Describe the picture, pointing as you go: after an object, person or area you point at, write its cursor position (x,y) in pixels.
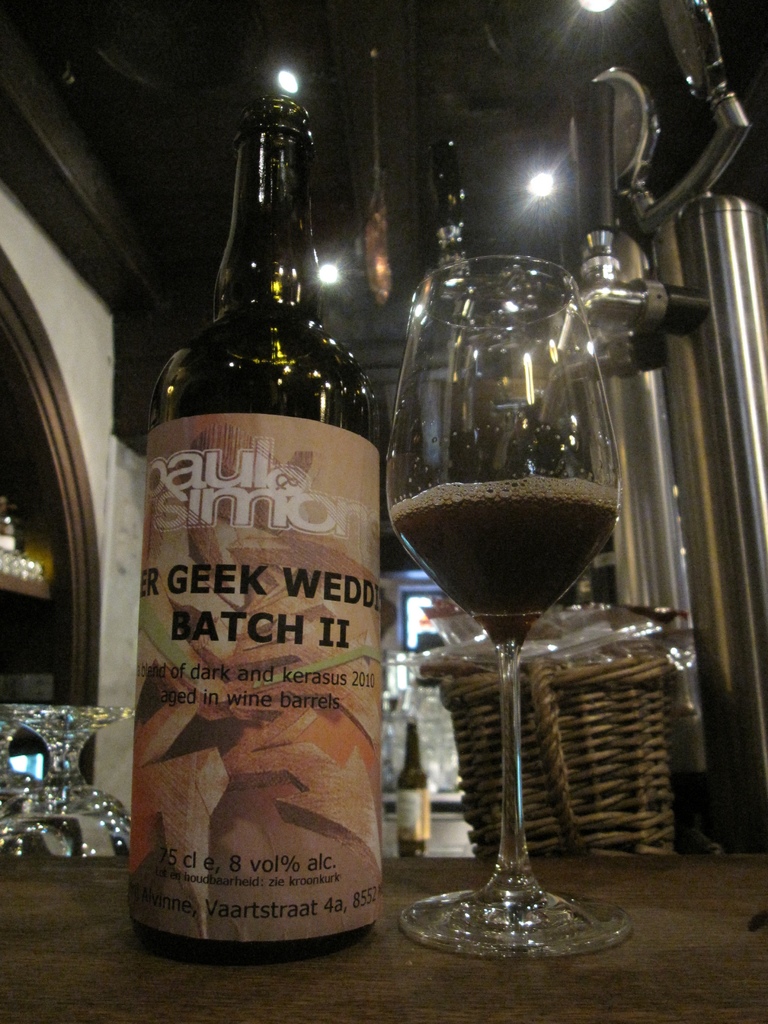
This is the picture of a table (15,889) on which there is a glass (446,899), bottle (344,367) and behind there are some other things (446,759) and also we can see some lights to the roof (344,219).
